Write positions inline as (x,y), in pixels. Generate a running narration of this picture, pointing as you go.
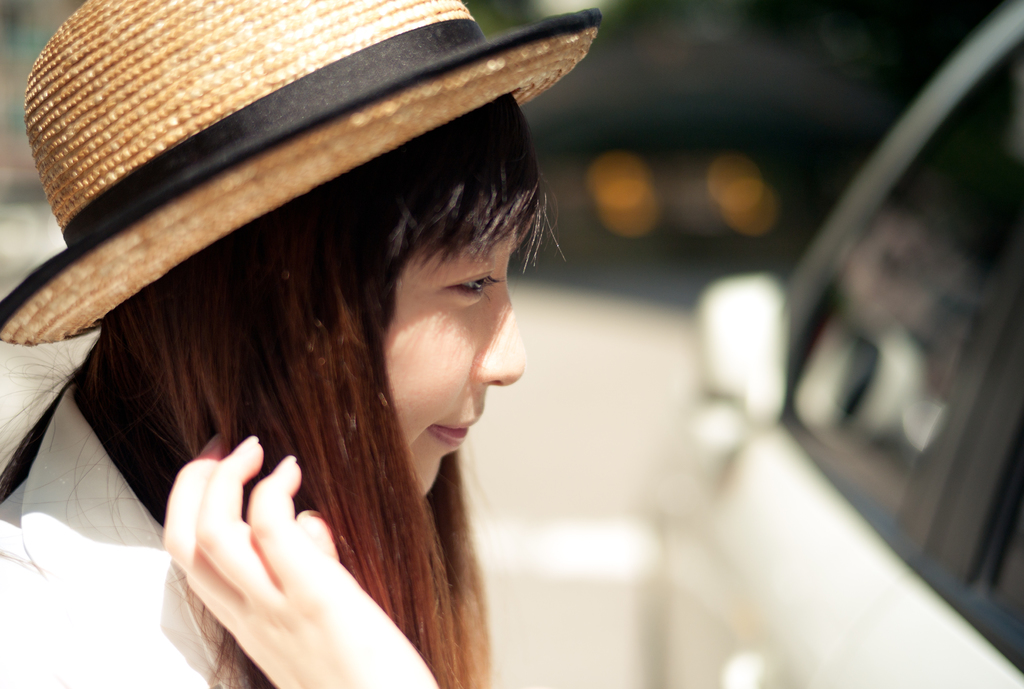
There is one woman (282,449) wearing a cap (323,131) present on the left side of this image (205,484). There is a car (735,352) on the right side of this image (862,407).
